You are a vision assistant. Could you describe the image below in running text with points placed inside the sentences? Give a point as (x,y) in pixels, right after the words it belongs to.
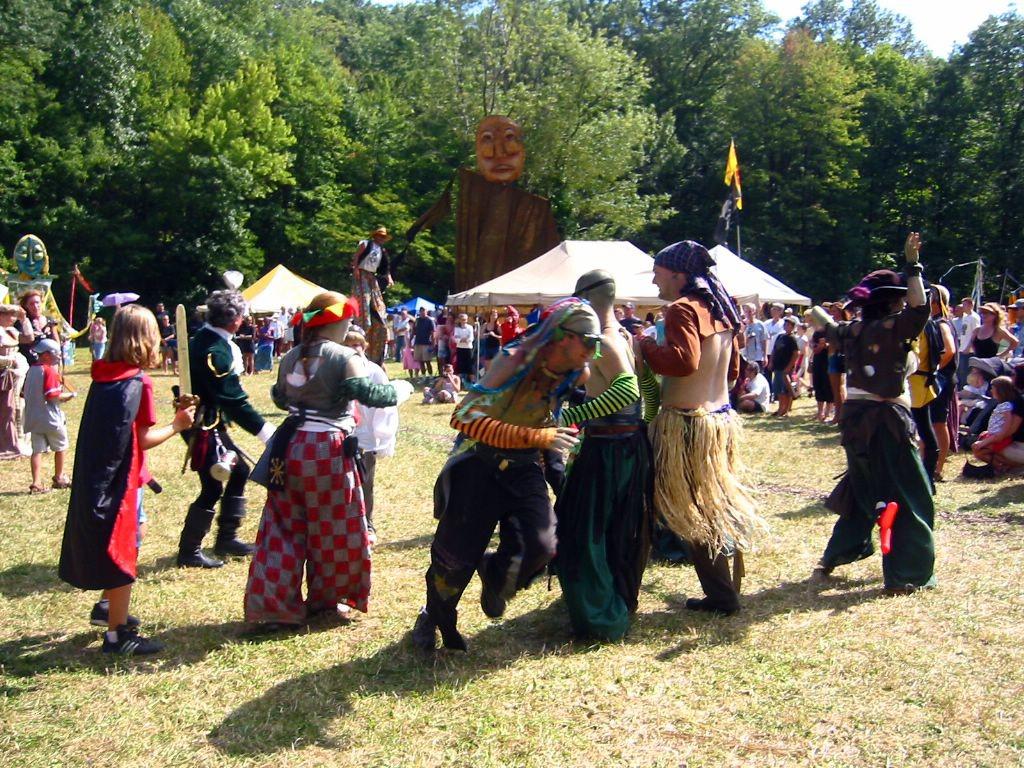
In this image there are group of people (393,404) standing on the ground (247,492) by wearing different costumes (334,437). In the background (485,108) there are trees (628,173). In between them there are tents (599,259) under which there are some people (749,385) sitting on the ground (437,409). At the top (933,38) there is sky (927,24).
